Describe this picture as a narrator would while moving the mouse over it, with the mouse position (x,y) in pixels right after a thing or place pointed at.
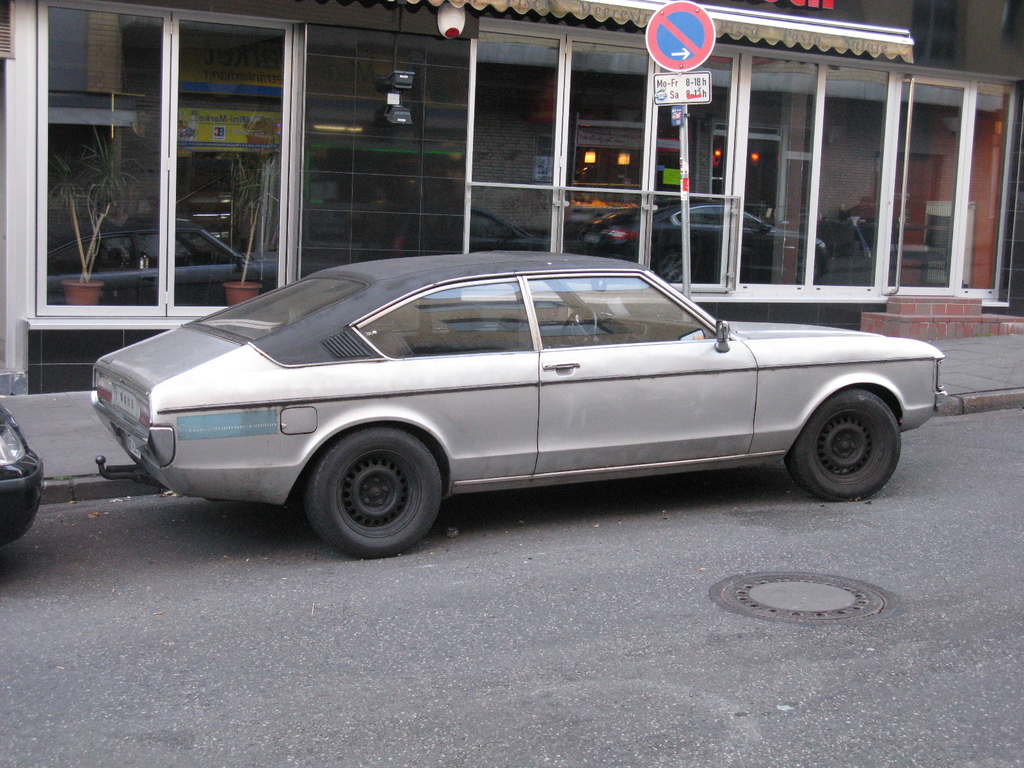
In the image there is a car (250,471) parked in front of a showroom (507,94) and beside the car (501,344) there is a footpath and on the footpath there is a caution board (679,61).
